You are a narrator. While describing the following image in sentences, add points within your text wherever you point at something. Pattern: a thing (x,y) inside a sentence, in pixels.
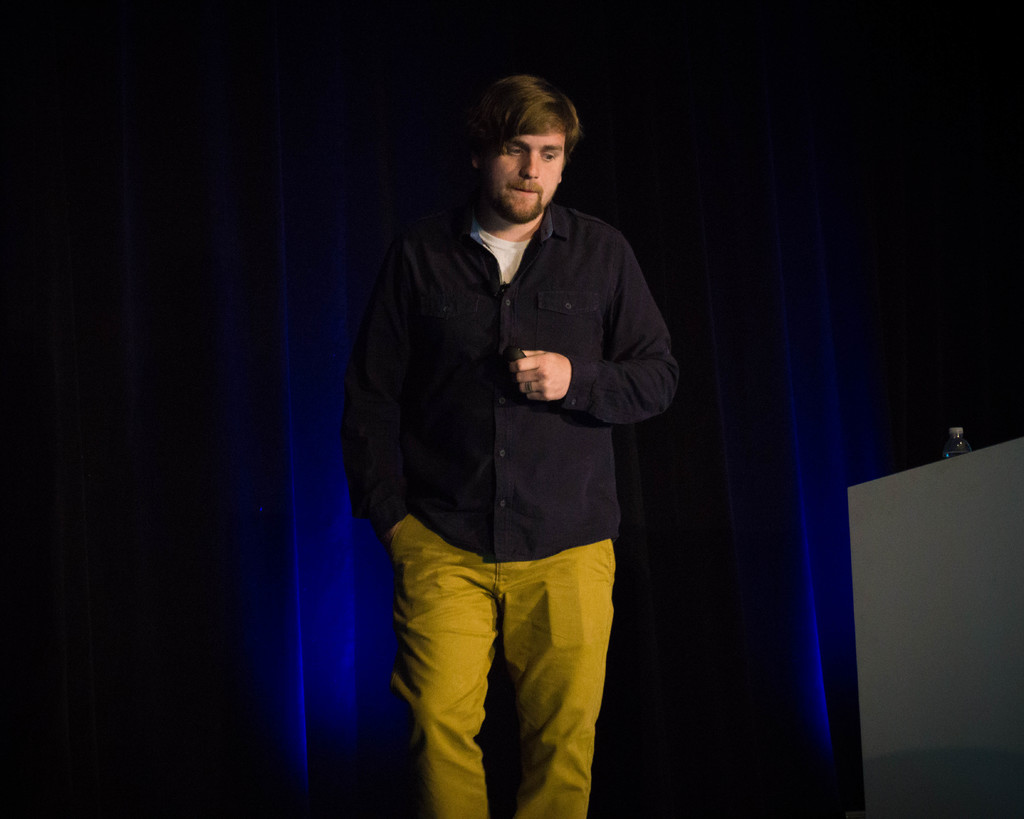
In this picture we can see a bottle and a man (619,397) standing and in the background (351,571) it is dark.
